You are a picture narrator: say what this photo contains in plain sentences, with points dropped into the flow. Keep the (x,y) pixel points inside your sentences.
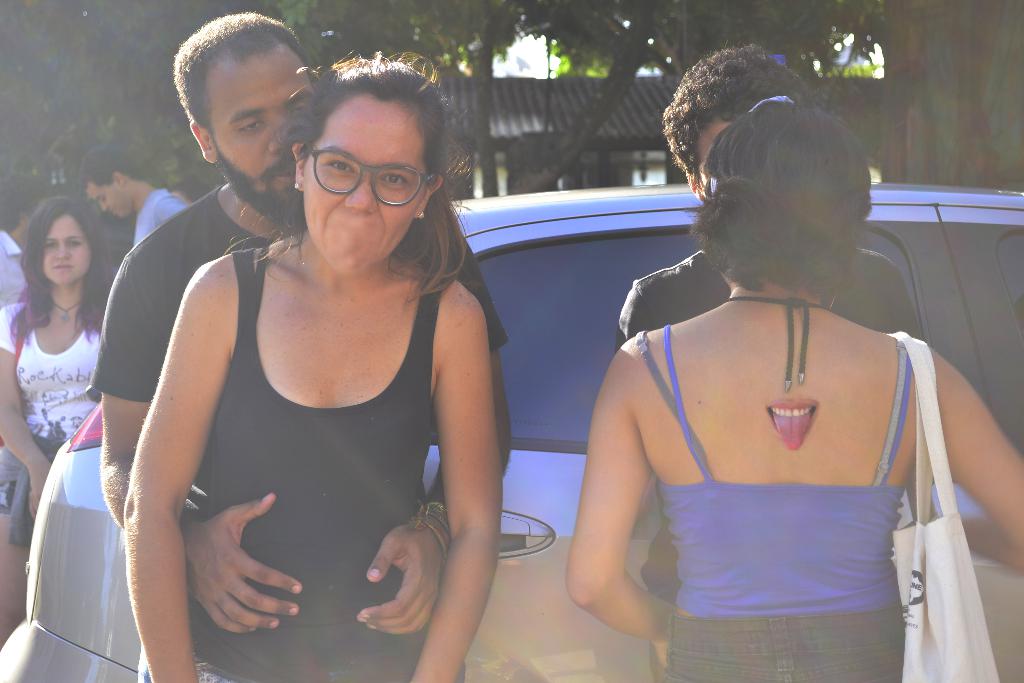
In this picture we can see some people (203,351) are standing, on the right side (981,383) there is a car (985,318), in the background (794,58) we can see trees (620,16).
